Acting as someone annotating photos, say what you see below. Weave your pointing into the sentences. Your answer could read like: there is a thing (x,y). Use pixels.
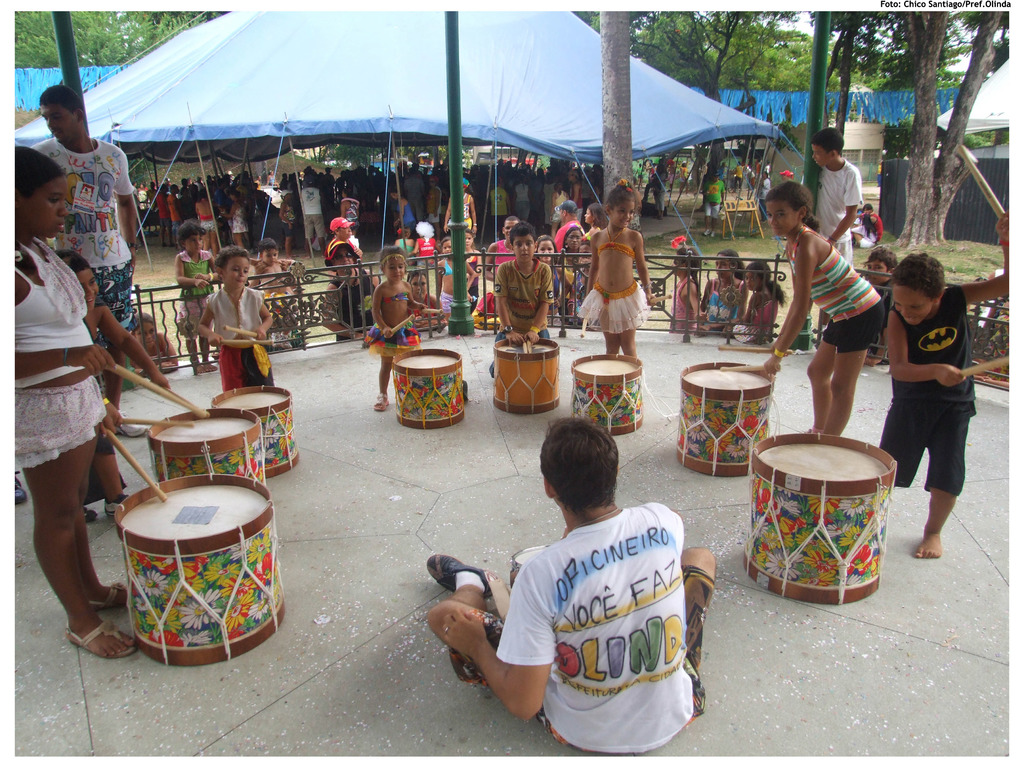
some persons (782,193) standing and playing drums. On the background (578,80) we can see a tent (664,91) in blue color. under the tent (436,82) there are persons (242,200) standing. This is a grass (882,238).
